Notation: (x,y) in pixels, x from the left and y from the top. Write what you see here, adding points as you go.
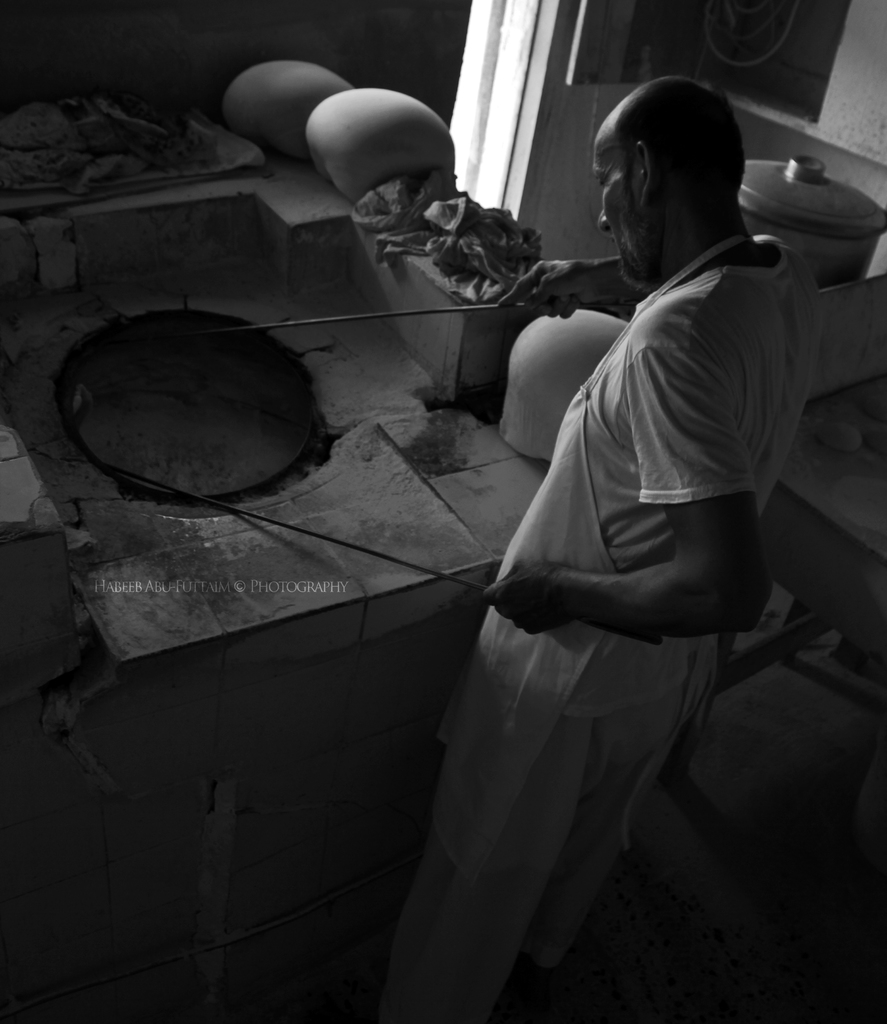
This is a black and white picture. In this picture we can see a person (529,549) holding sticks (279,327) in his hands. We can see a platform (192,600), kitchen vessels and other objects (459,242). We can see some text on the left side (281,582).
